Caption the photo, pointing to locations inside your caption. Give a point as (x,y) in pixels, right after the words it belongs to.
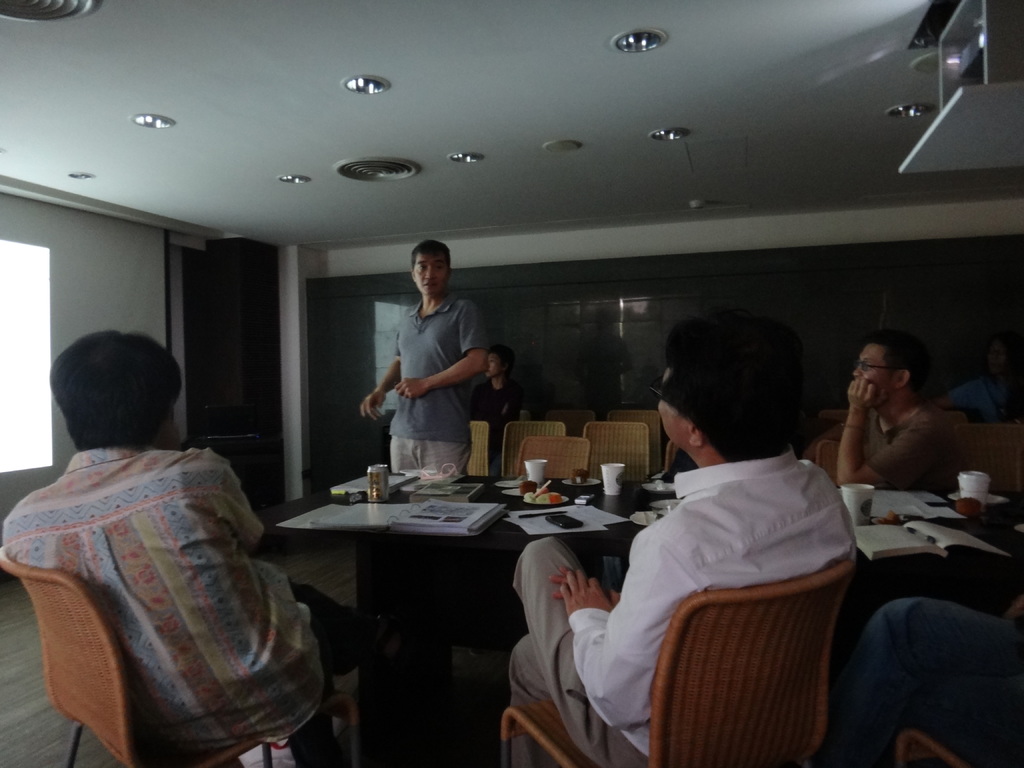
This is an image clicked inside the room (27,88). In this room (389,628) I can see few people (533,583) are sitting on the chairs (670,702) around the table (497,523). In the middle of the image (445,396) there is a man (434,384) wearing a t-shirt (436,365) and standing. In the background (603,431) there are some empty chairs (600,433). On the table (489,481) I can see one coke tin (373,495), some papers (446,522), mobile (556,523), pens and some glasses (530,478). On the top right corner of the image (950,75) there is a rack (984,62).
